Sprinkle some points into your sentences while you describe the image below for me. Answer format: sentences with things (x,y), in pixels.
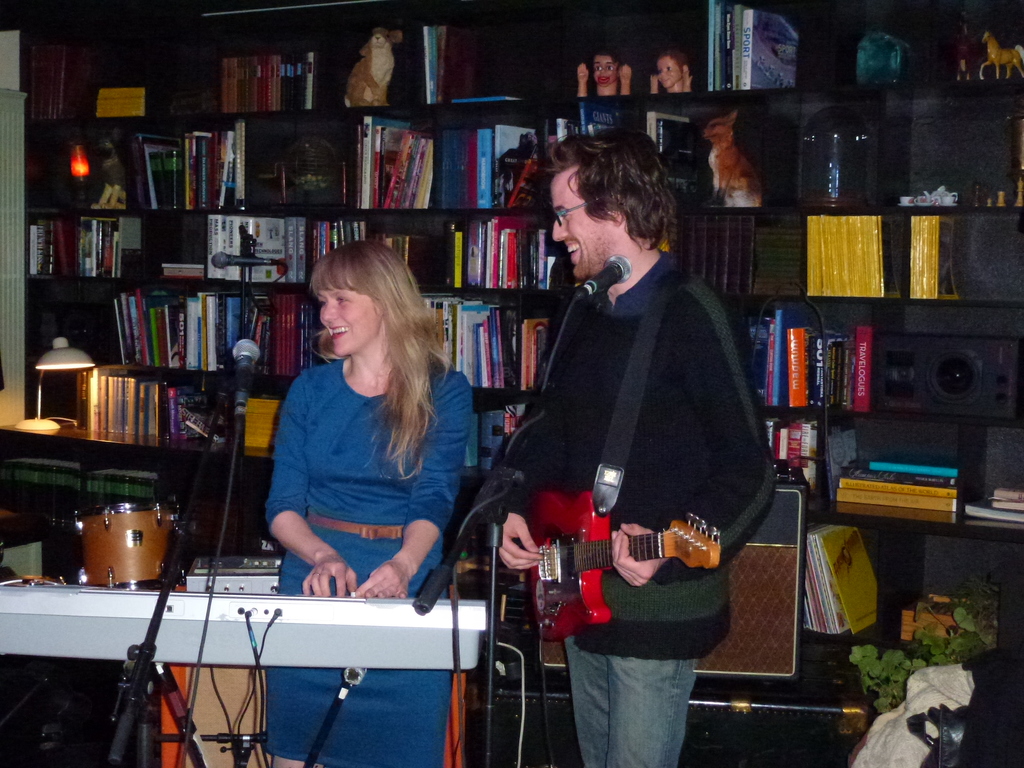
In this image I can see two persons (405,700) are playing musical instruments (485,615) on the floor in front of mike's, chairs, houseplants (898,672) and so on. In the background (504,620) I can see shelves (265,174) in which books (238,238), toys (662,70), statues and some objects (87,363) are there. This image is taken may be in a hall (525,596).
